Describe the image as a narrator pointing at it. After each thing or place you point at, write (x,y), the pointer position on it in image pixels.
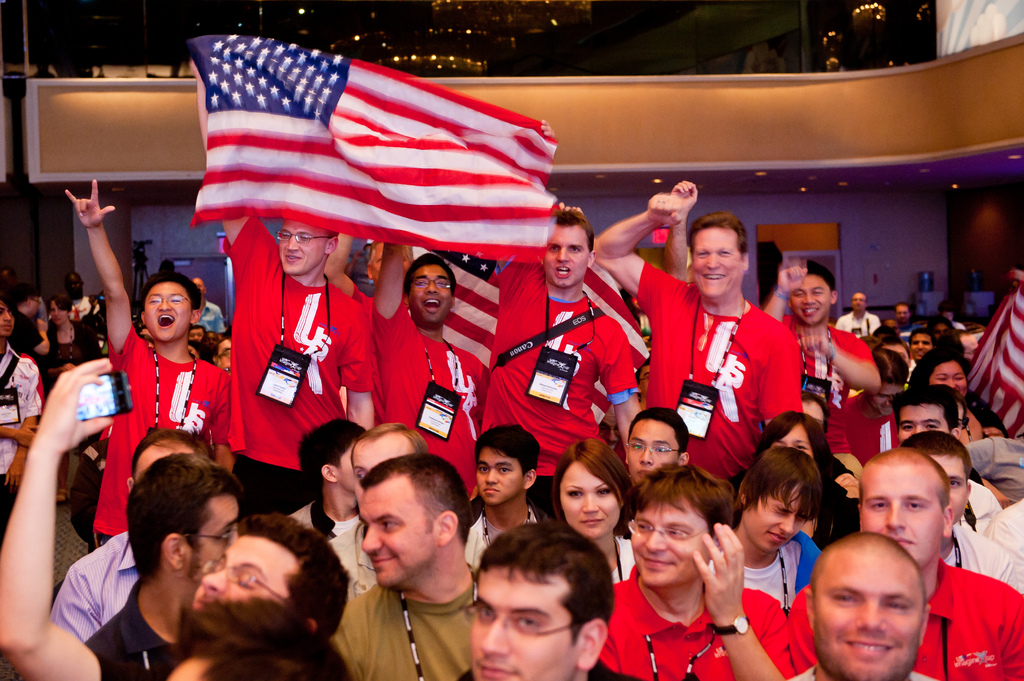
In this image I see number of people (752,417) in which few of them are wearing red color t-shirts (409,389) and these 3 men (406,310) are holding a flag (344,153) in their hands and I see that few of them are smiling and I see 2 more flags (456,310). In the background (907,203) I see the wall (699,201) and I see the lights (842,184) on the ceiling (858,186) and I see it is dark over here and I see few more lights (470,37) over here too.
